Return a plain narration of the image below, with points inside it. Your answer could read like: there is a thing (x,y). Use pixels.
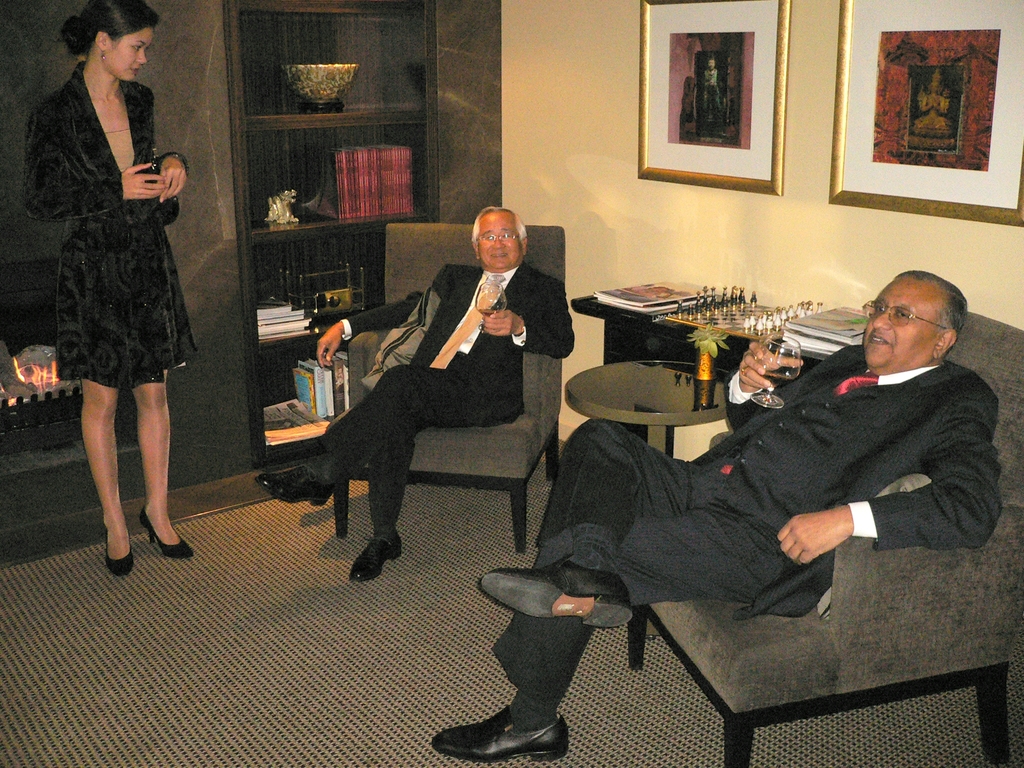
In this image I can see two men (892,518) are sitting on chairs (432,455) and a woman (53,166) is standing. I can see both of them are holding glasses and wearing suit (791,447). In the background (677,347) I can see a table (677,347) and on this table (660,329) I can see a chess board (712,306). Here on this wall (608,157) I can see few frames (728,162) and I can also see few books (297,376) over here. I can see both of them are wearing specs (885,312).
